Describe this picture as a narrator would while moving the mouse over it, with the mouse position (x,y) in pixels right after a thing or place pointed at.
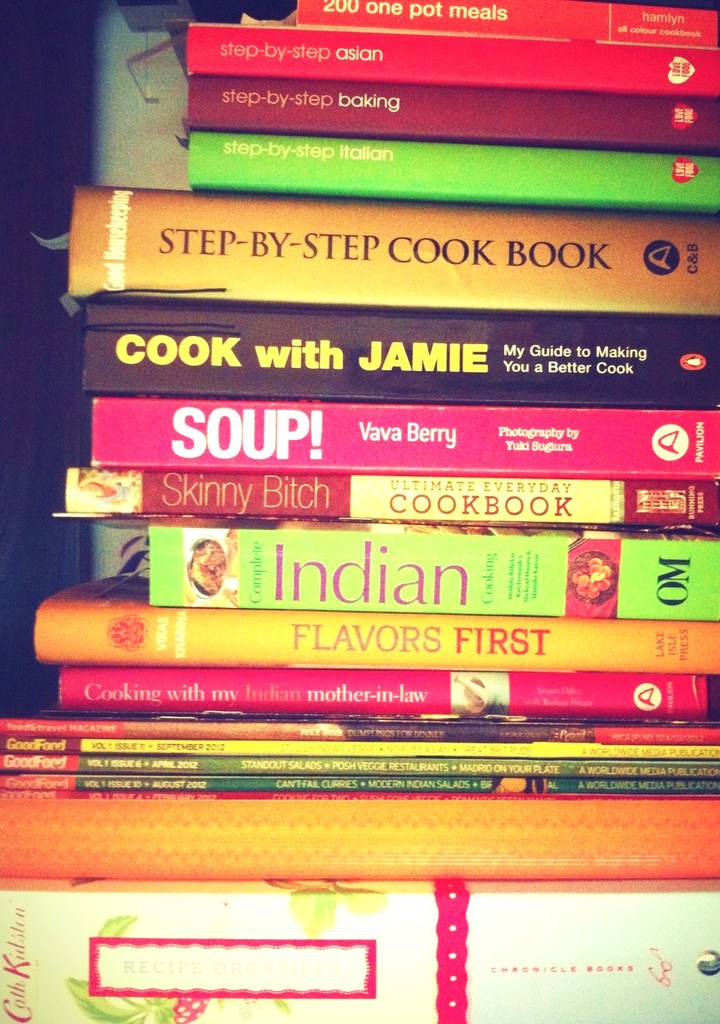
In this image I see number of books (320,607) on which there is something written and I see that it is dark over here.
